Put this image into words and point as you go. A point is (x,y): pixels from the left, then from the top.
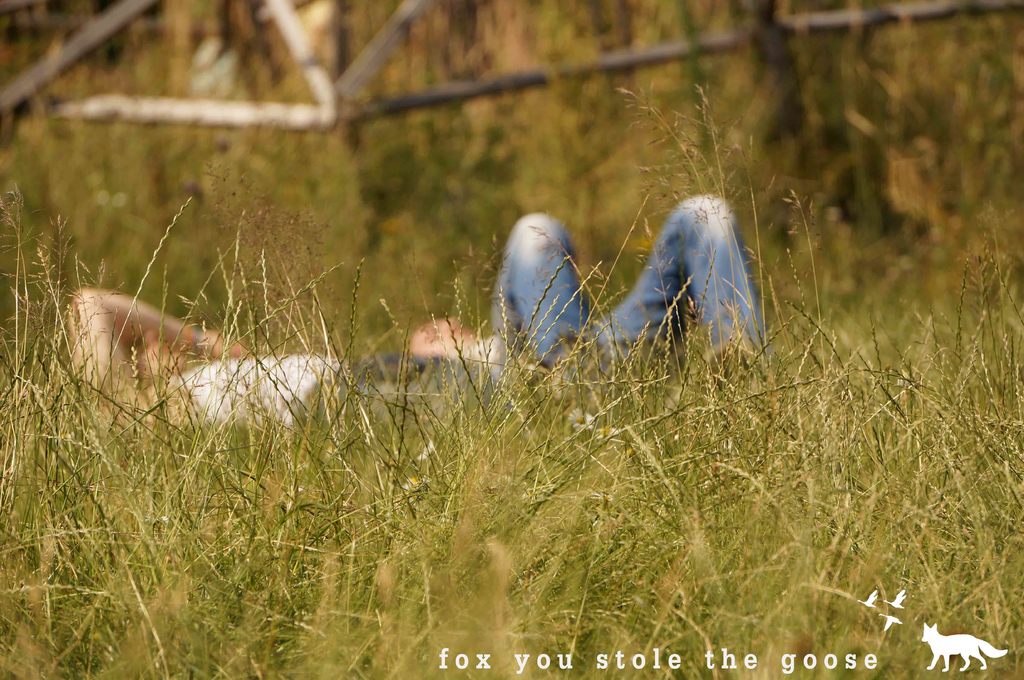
In this image there is a person (710,309) lying on the grassland (493,466). Top of the image (67,52) there is a fence (784,75). Behind there are plants (575,77). Bottom of the image (947,660) there is some text (758,651) and painting (966,654) of an animal (948,644) and birds (883,623).
